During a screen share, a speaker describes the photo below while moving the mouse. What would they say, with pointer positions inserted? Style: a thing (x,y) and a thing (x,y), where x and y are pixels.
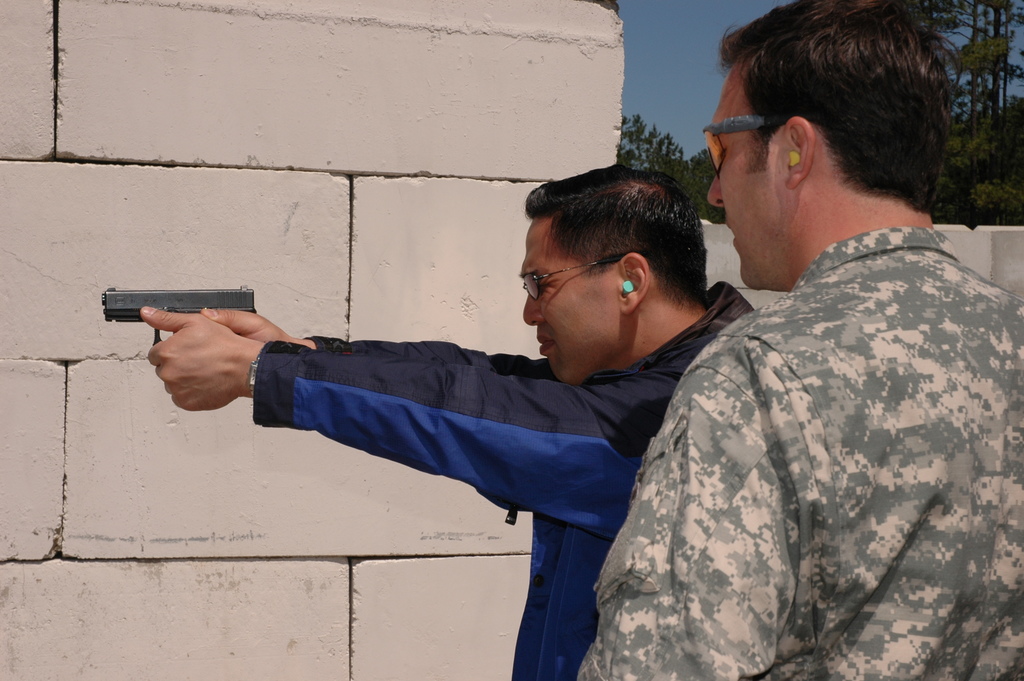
In this image in front (972,423) there are two persons (660,400). Behind them there is a wall (356,164). In the background of the image (969,148) there are trees (974,138) and sky (660,89).
